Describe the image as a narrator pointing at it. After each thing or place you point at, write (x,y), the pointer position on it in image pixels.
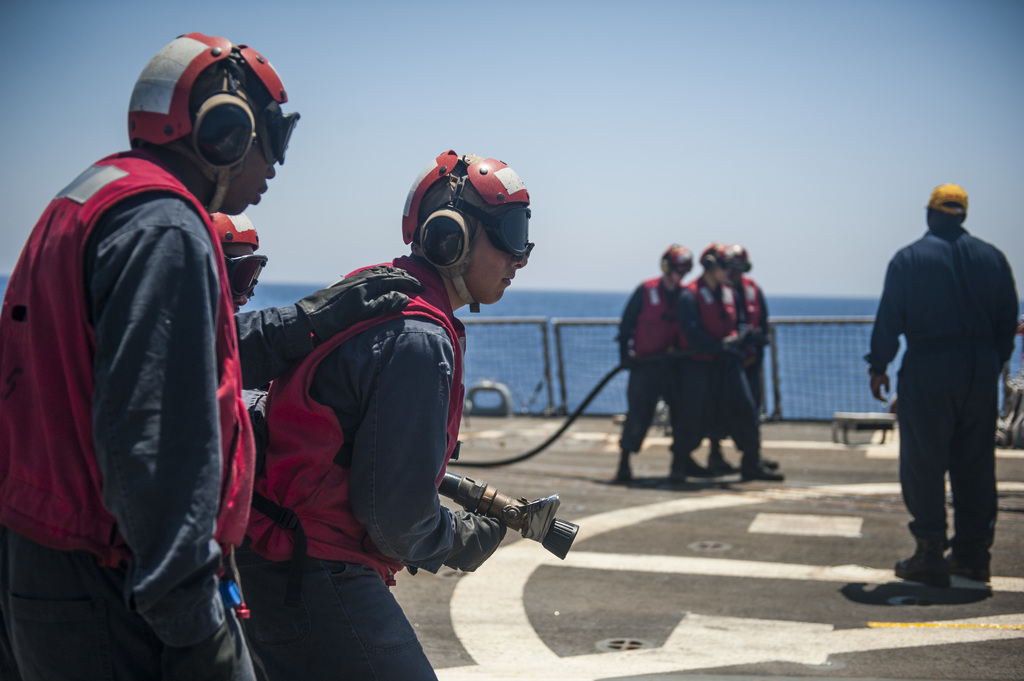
In the image there are many men (367,319) in safety jackets (459,334) and helmet (471,240) standing on the floor (661,560) with water pipes (447,489) in their hand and behind them there is a fence (852,353) and over the background (848,304) it seems to be ocean (556,296) and above its sky (409,115).
